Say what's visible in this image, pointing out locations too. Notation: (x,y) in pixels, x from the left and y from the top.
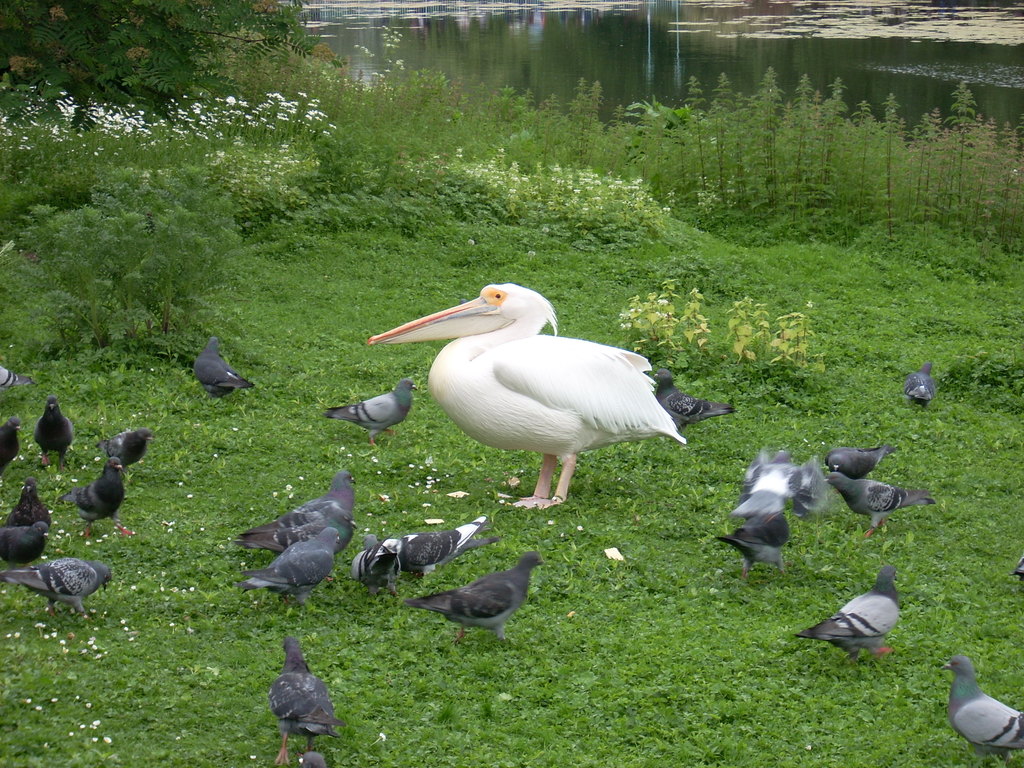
In this image, there are a few birds (500,592). We can see the ground (199,641) with some objects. We can also see some grass (561,748), plants (489,218) and a tree (119,79). We can also see some water (780,63). We can also see some reflection (587,56) in the water (499,57).
